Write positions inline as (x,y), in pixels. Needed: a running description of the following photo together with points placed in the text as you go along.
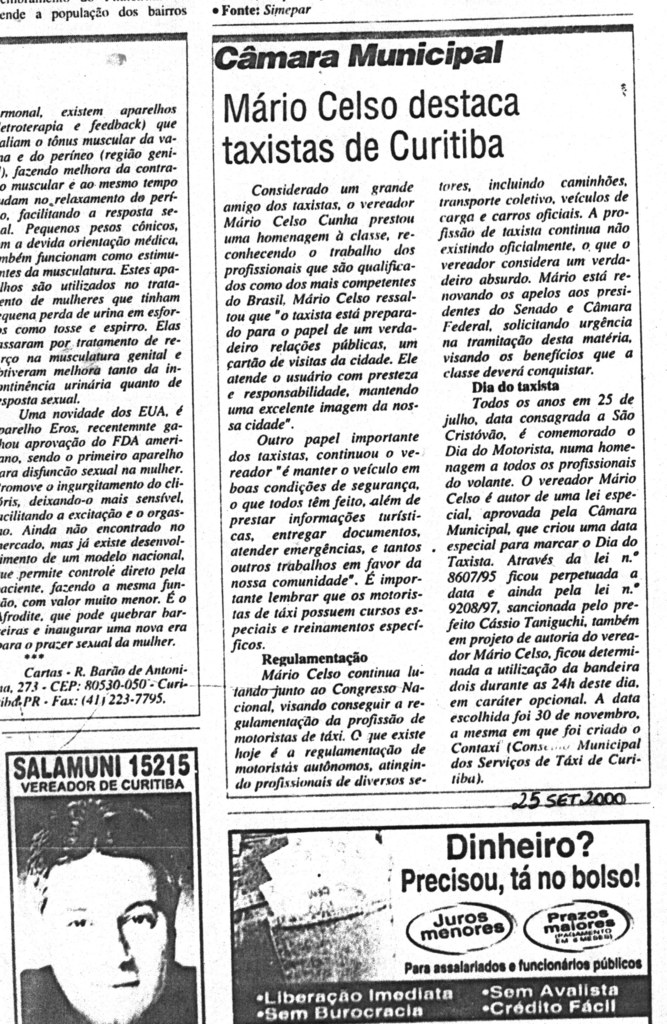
In this picture we can see the newspaper poster (401,704) in the front (147,830). On the bottom side (128,839) there is a photo (131,975) of the man face (128,1021) and some quotes (466,970).
